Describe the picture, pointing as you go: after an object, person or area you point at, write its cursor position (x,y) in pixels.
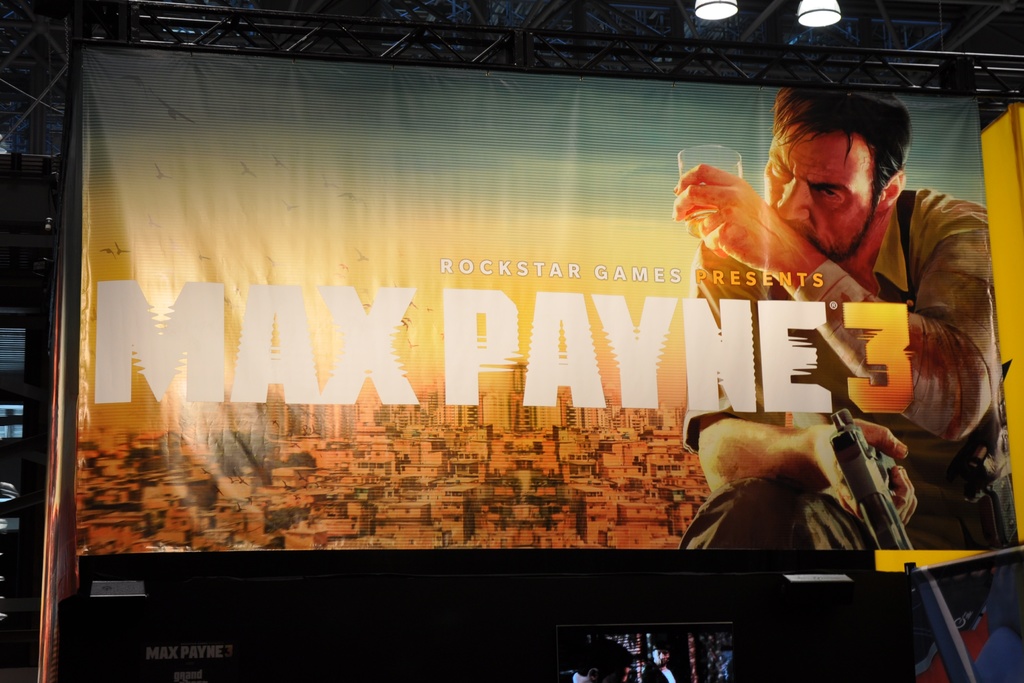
In this image we can see big poster (713,249). On the poster (783,367), we can see a man (718,183) holding glass (703,155) and gun (857,454), some text (572,354) and buildings (511,487). At the bottom of the image (631,660), we can see a monitor (689,666) and some objects (992,656). There are lights (836,4) and metal pole (547,36) at the top of the image (480,40).
